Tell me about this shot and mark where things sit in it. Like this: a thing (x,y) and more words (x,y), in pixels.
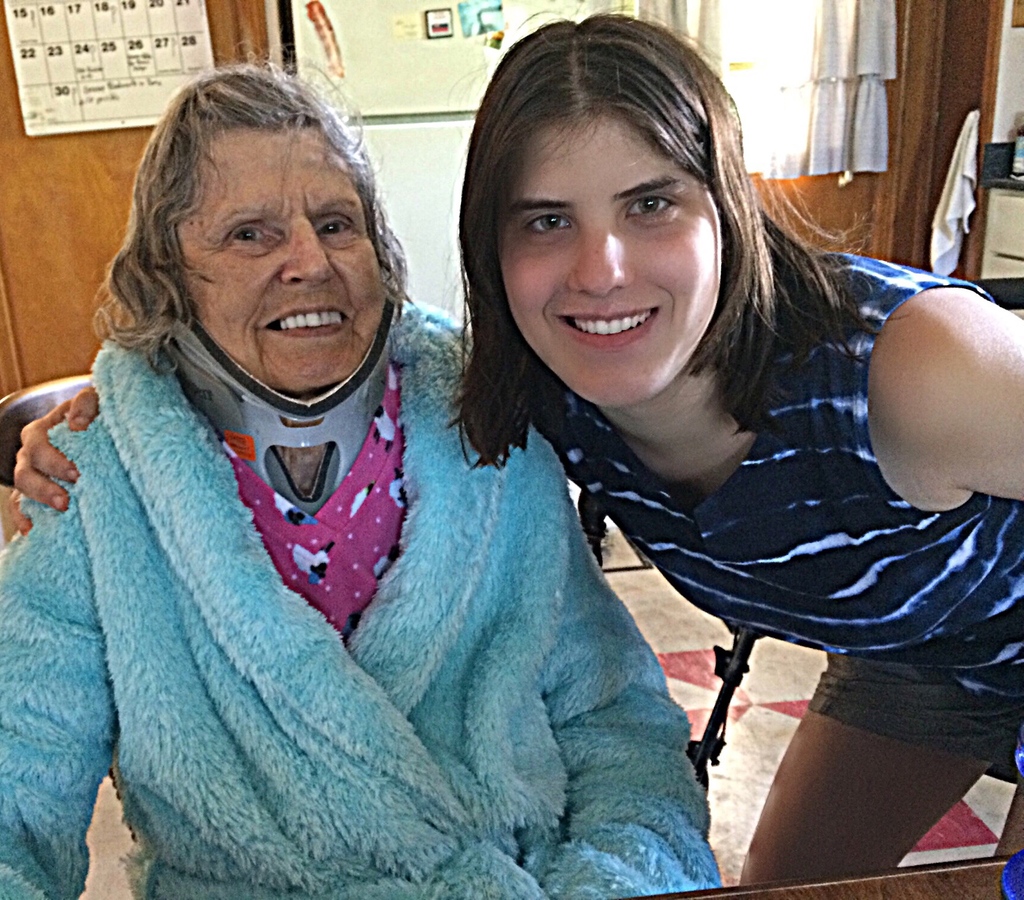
In this image we can see a woman (370,647) sitting on a chair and a girl (566,368) standing beside her. On the backside (111,168) we can see a calendar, a board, a cloth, a curtain (772,159) and a wall (19,330).
